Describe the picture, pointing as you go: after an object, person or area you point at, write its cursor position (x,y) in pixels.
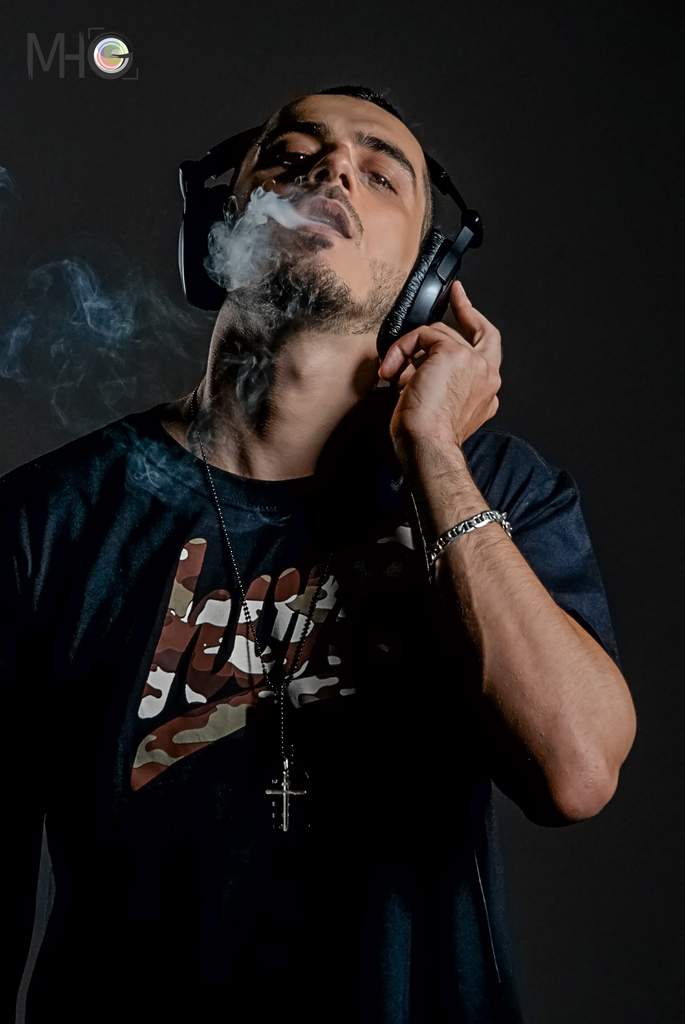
In front of the image there is a person (322,495) wearing a headset (432,270) and we can see a smoke (255,282) coming from his mouth (340,223). Behind him there is a wall (625,263). There are some text (46,65) and watermark (46,65) at the top of the image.
